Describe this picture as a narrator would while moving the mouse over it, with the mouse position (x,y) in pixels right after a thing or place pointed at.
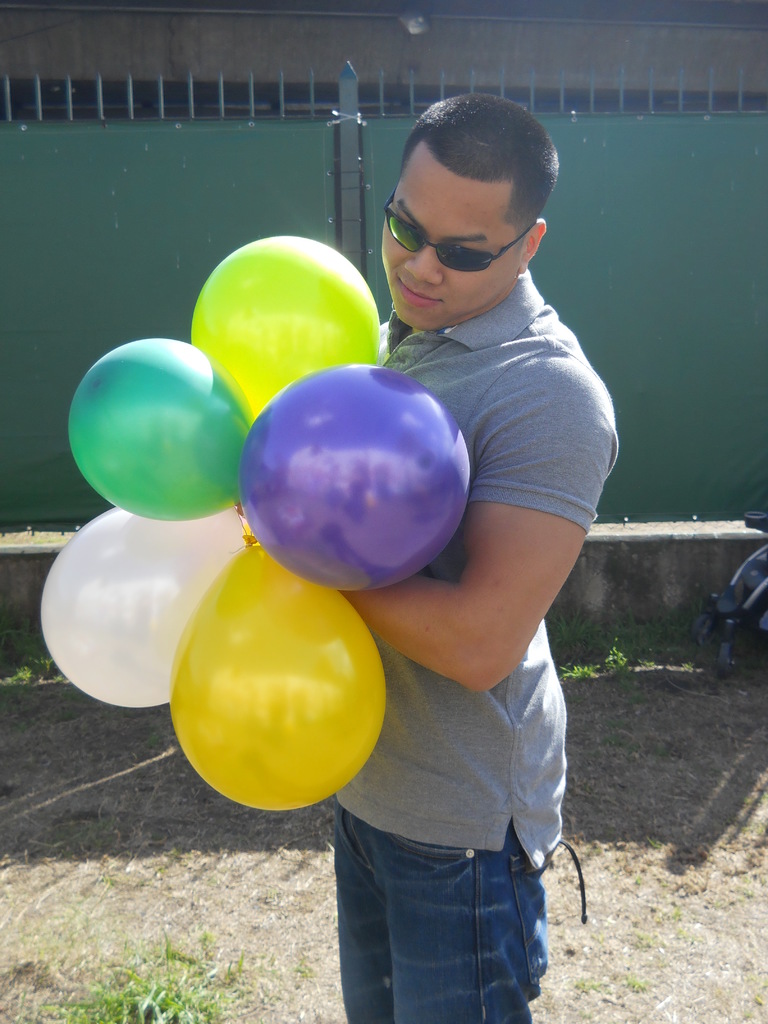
In the image I can see a person (474,216) who is wearing the spectacles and holding the balloons (135,440).
